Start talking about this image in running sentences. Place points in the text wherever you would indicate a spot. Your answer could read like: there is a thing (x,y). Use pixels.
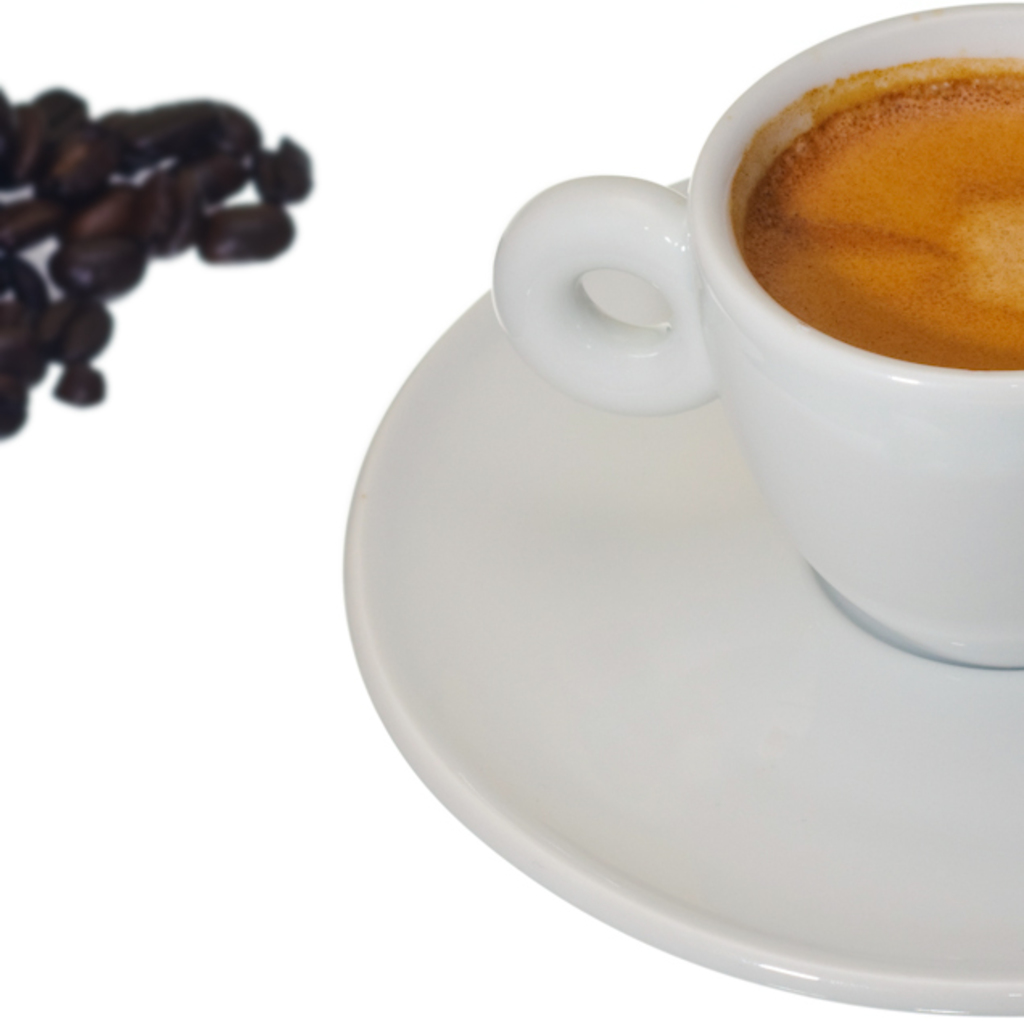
In this picture we can see a cup (873,440) with coffee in it, here we can see a saucer (544,537), coffee beans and in the background (348,912) we can see it is white color.
